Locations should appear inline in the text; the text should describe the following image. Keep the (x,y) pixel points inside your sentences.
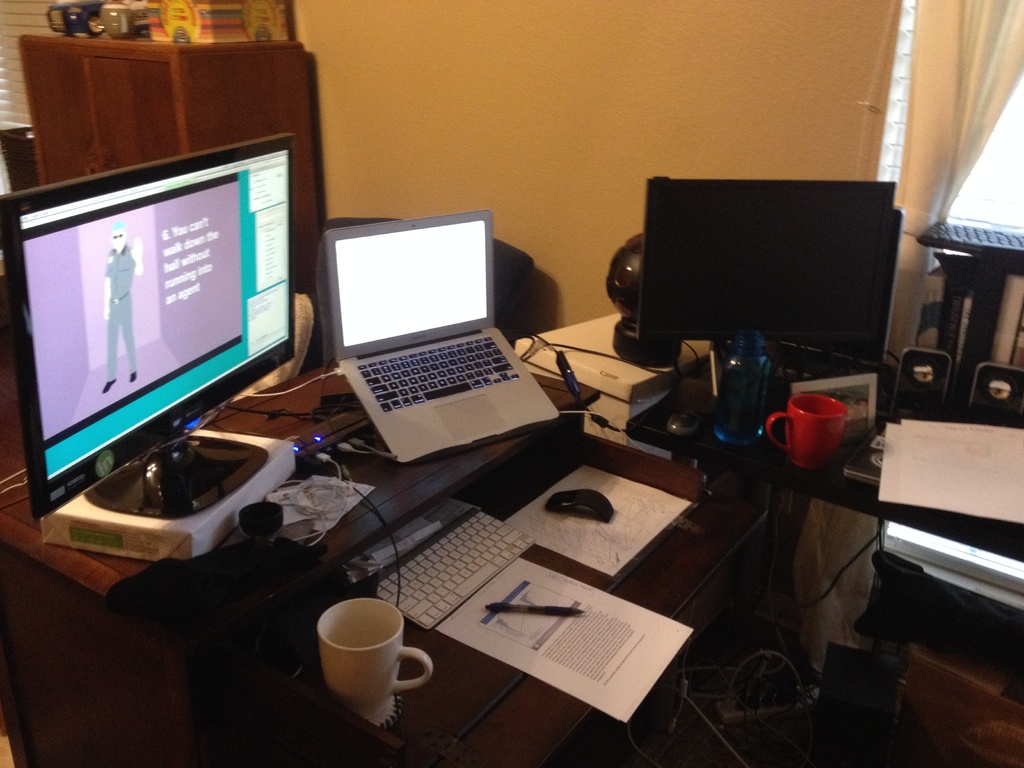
Picture of a room (900,587). On a table (292,734) there is a monitor (233,357), laptop (419,351), cup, paper (515,650), pen (556,607), keyboard (497,572), mouse (562,503) and bottle (754,393). This is a cupboard (172,99). On a cupboard (234,50) there is a things (230,24). Window (1023,136) with curtain (938,154). Beside this window (992,154) there are files (939,312).
